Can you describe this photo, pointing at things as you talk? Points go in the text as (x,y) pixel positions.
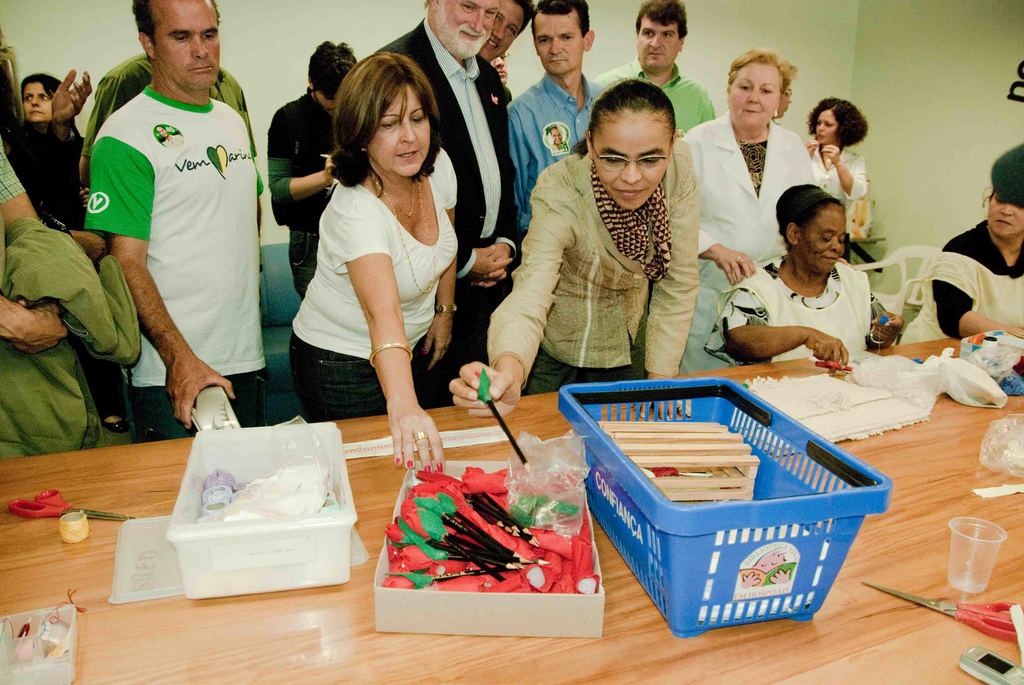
In this image on the table (81,627) there is a basket (742,545), pens (469,559), scissors (962,617), cups (959,551) and few other things (915,372) are there. In the background (186,266) there are many people (583,223).
